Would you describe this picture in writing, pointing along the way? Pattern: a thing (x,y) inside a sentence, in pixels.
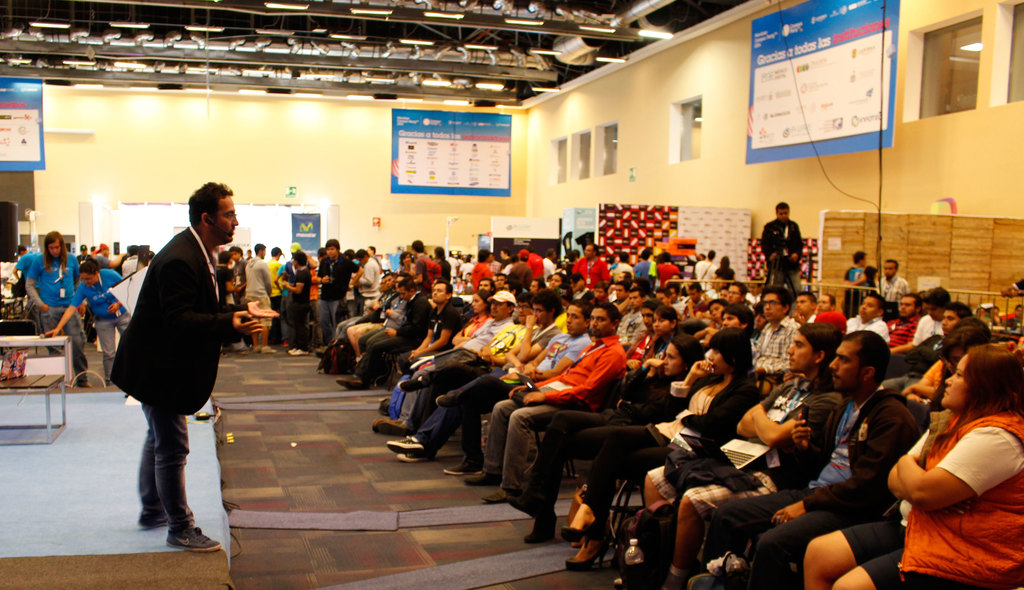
This is the picture of a room (440,10). On the left side of image (217,330) there is a person (179,267) standing. At the back (60,332) there are group of people (330,264) standing. On the right side of the image (887,537) there are group of people (598,407) sitting. At the top (815,62) there are hoardings (842,123) and lights (137,25). On the left side of the image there are objects (42,335) on the table (19,346). At the bottom (316,447) there are mats (322,529).
